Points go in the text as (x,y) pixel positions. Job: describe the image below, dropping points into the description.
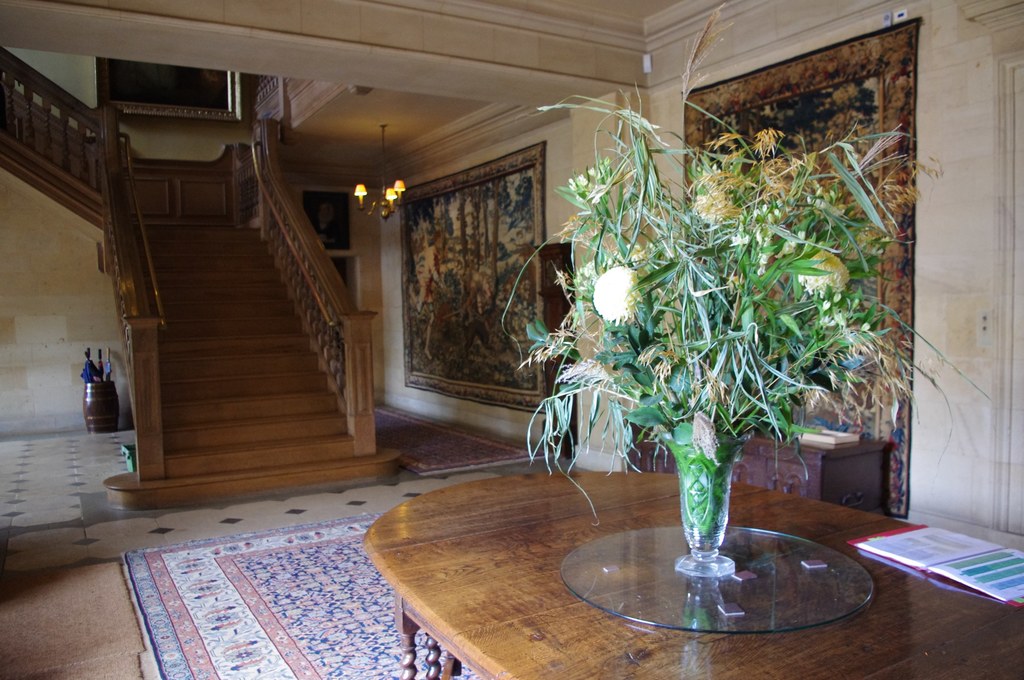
There is a vase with grass (722,508) in it with stairs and staircase (280,197) and chandelier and wall painting (417,250).
